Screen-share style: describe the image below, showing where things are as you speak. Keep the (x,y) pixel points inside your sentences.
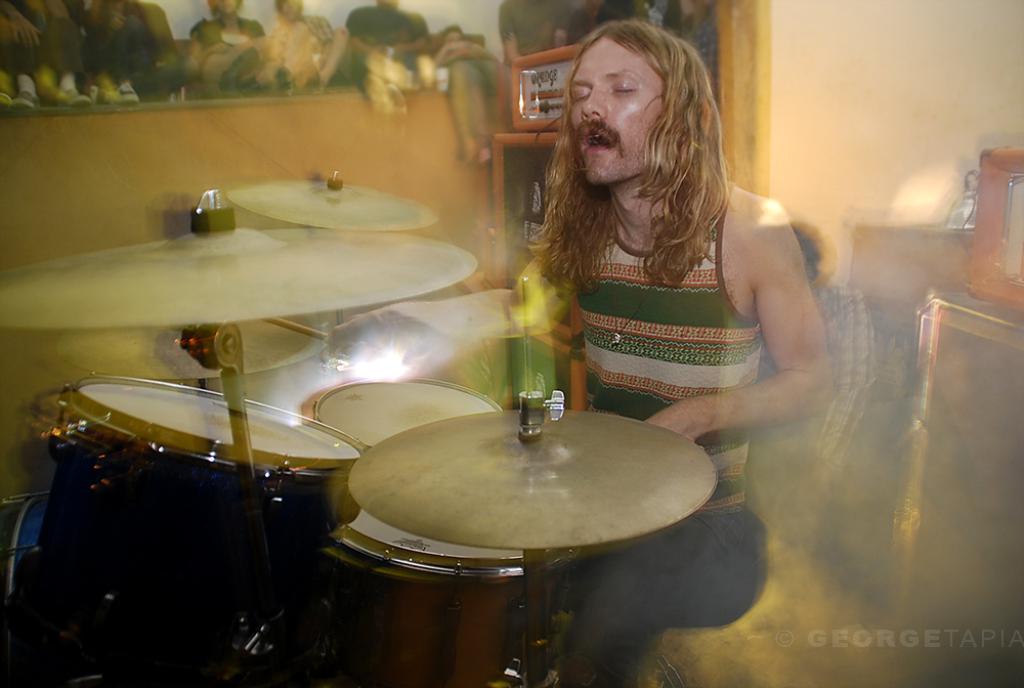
As we can see in the image there is a man (724,301) playing musical drums (224,473).
